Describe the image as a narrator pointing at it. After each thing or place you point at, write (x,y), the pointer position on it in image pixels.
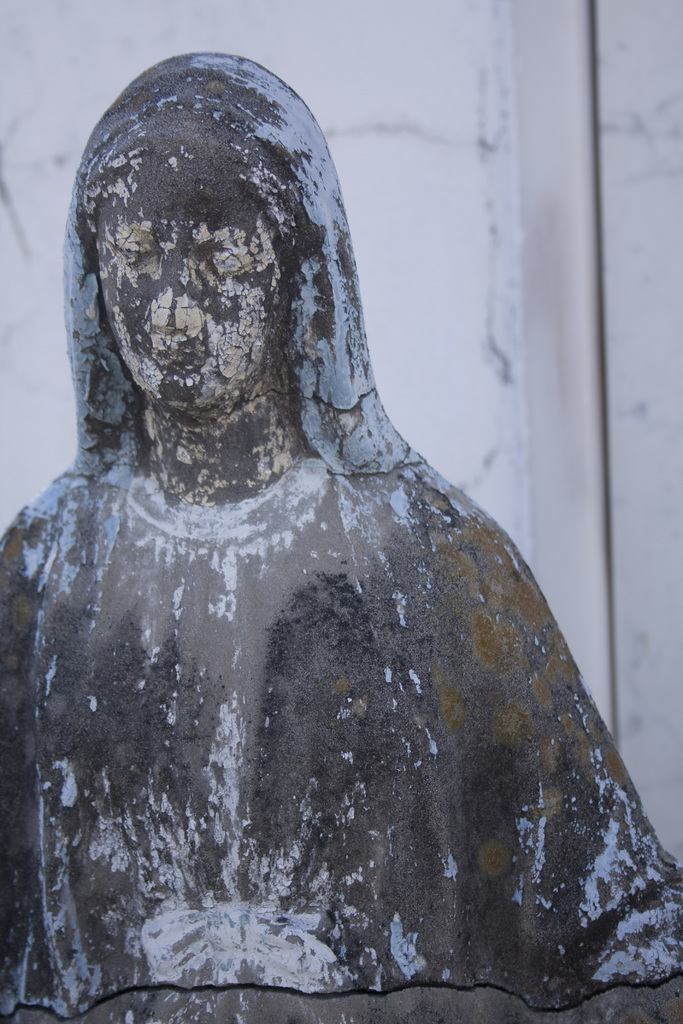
In the picture we can see a sculpture (658,910) of a woman (124,754) and behind it, we can see a wall (420,344) which is white in color.
